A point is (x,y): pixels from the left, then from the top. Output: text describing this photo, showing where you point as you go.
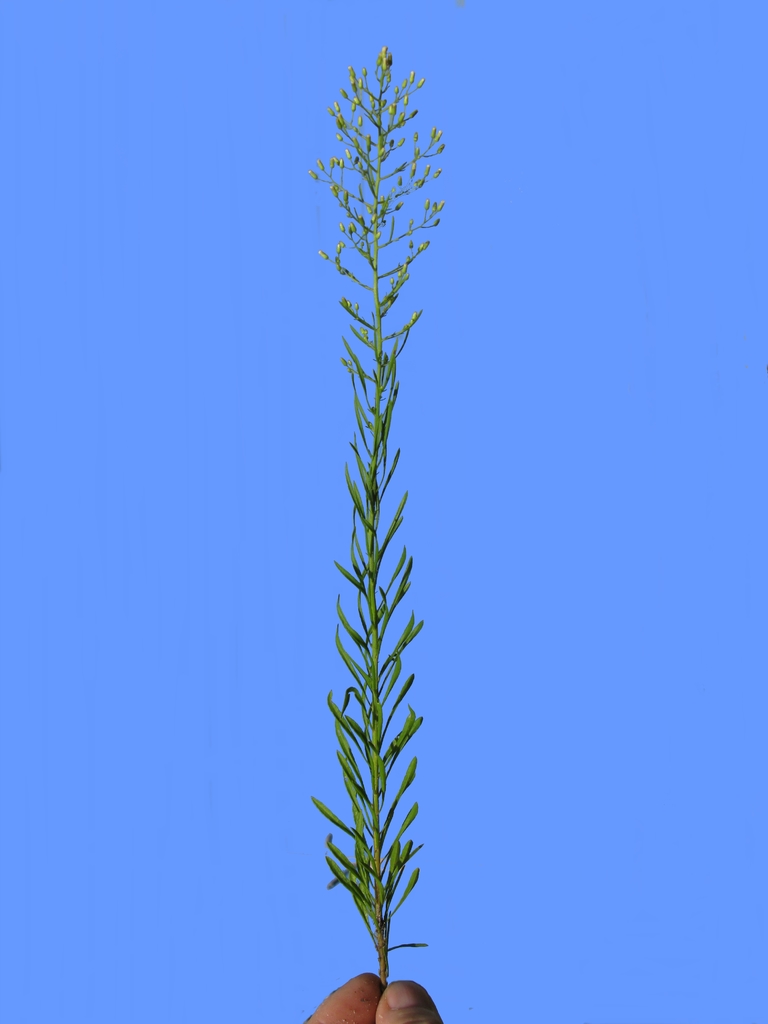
In this image we can see a person's hand (378,990) holding grass (361,892). In the background (356,473) there is sky (177,513).
